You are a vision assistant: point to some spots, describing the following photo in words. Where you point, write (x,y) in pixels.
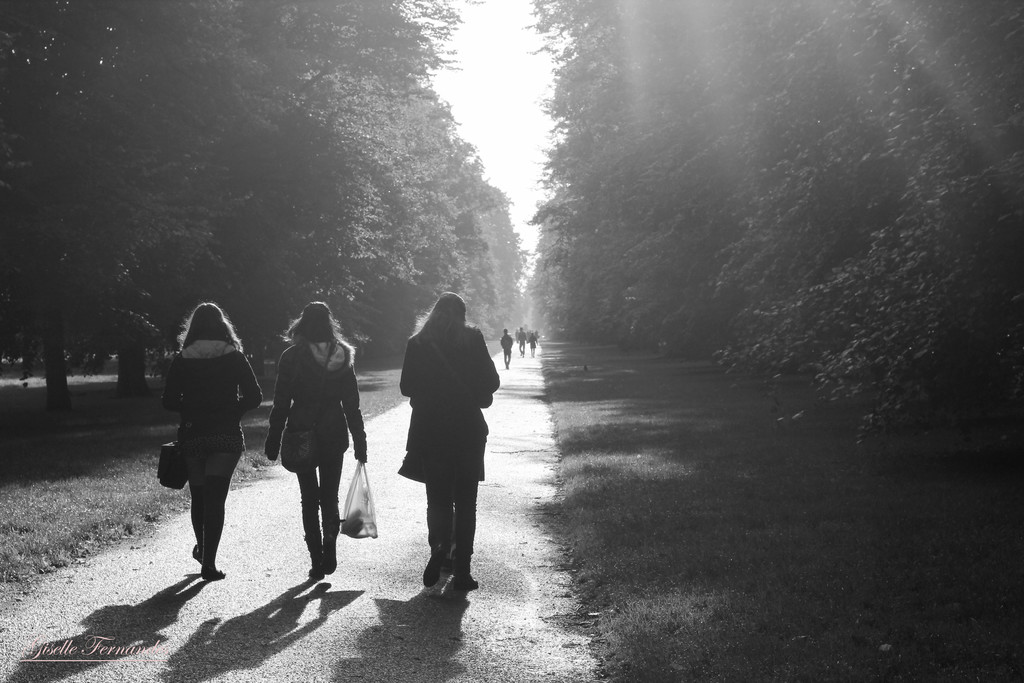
This is a black and white image. In the center of the image (472,332) we can see three persons (321,335) are walking and wearing hoodies (352,425) and carrying bags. In the background of the image (562,186) we can see the trees (542,265), grass (594,349) and some persons (507,335) are walking. At the top of the image (495,65) we can see the sky (477,69). At the bottom of the image (463,642) we can see the road (416,573). In the bottom left corner (95,648) we can see the text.
